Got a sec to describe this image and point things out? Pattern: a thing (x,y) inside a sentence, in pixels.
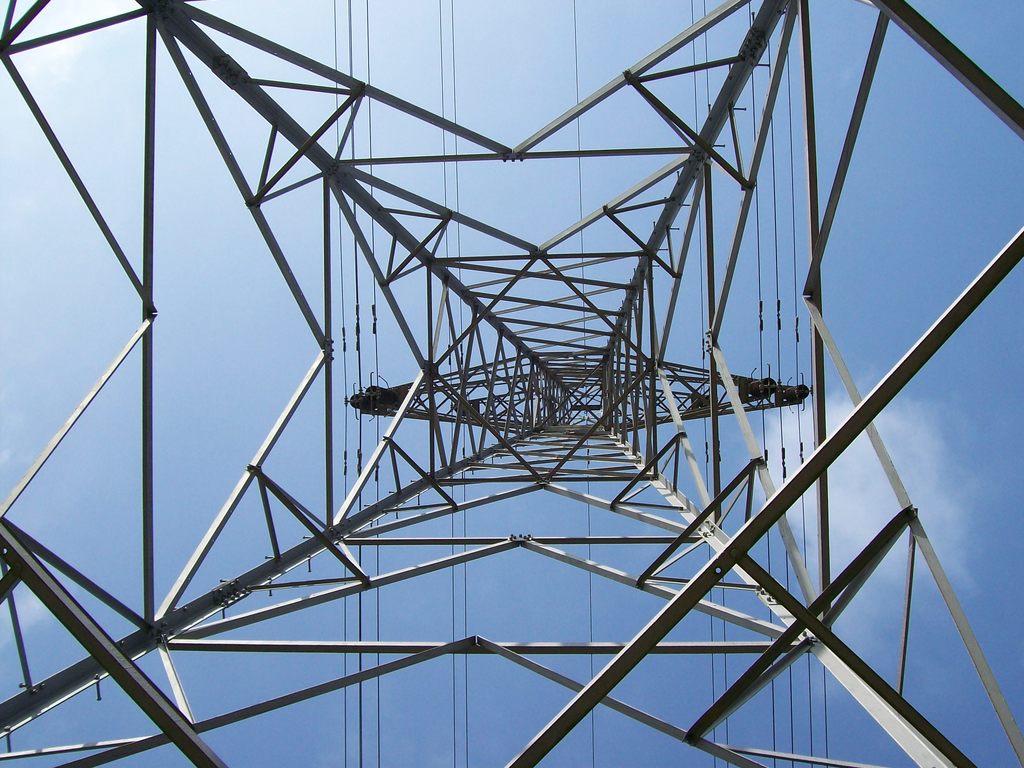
In this image I see a tower (624,303) which is made of rods (626,384) and I see the wires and I can also see the sky (58,65) which is blue and white in color.
